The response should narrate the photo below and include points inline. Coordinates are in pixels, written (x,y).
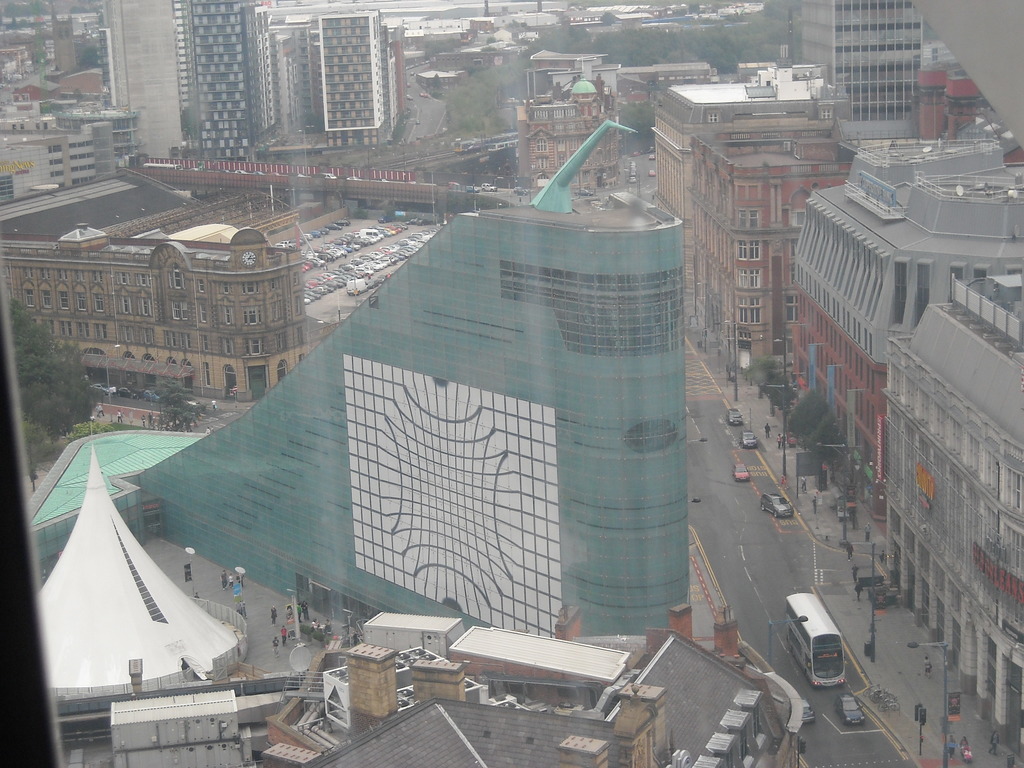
In this image we can see a few people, there are vehicles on the road (747,635), there are buildings (632,551), poles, and trees (540,39).
